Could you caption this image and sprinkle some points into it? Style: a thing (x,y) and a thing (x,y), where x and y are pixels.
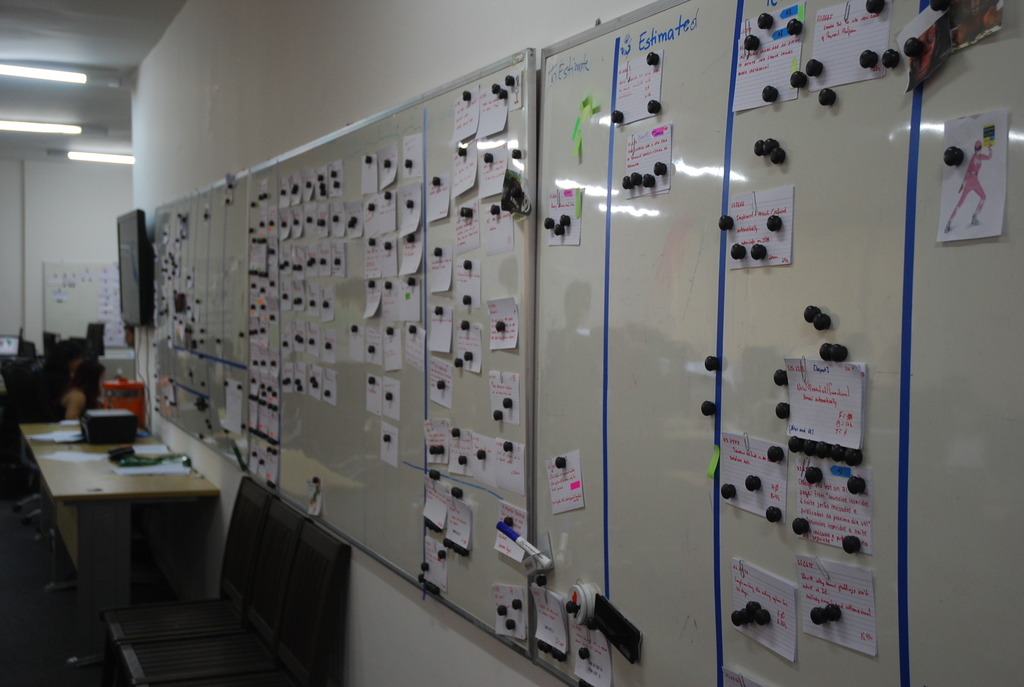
There are sticky notes (475,239) on the board (794,331), this is television (148,277), there is paper (165,448) on the table (108,517), these are chairs (303,579), this is wall (273,90).
